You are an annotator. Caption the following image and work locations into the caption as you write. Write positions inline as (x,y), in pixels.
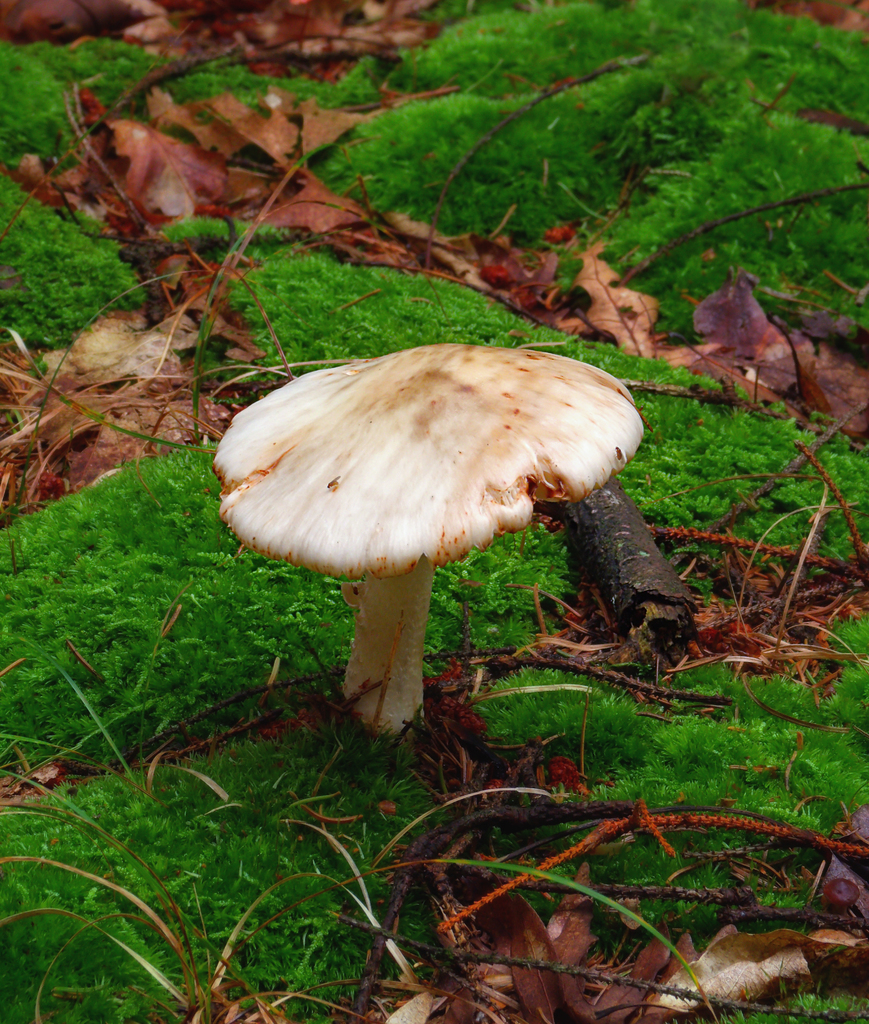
In this image we can see a mushroom (509,485), also we can see some leaves (706,350), sticks (752,544), and the grass (186,688).
